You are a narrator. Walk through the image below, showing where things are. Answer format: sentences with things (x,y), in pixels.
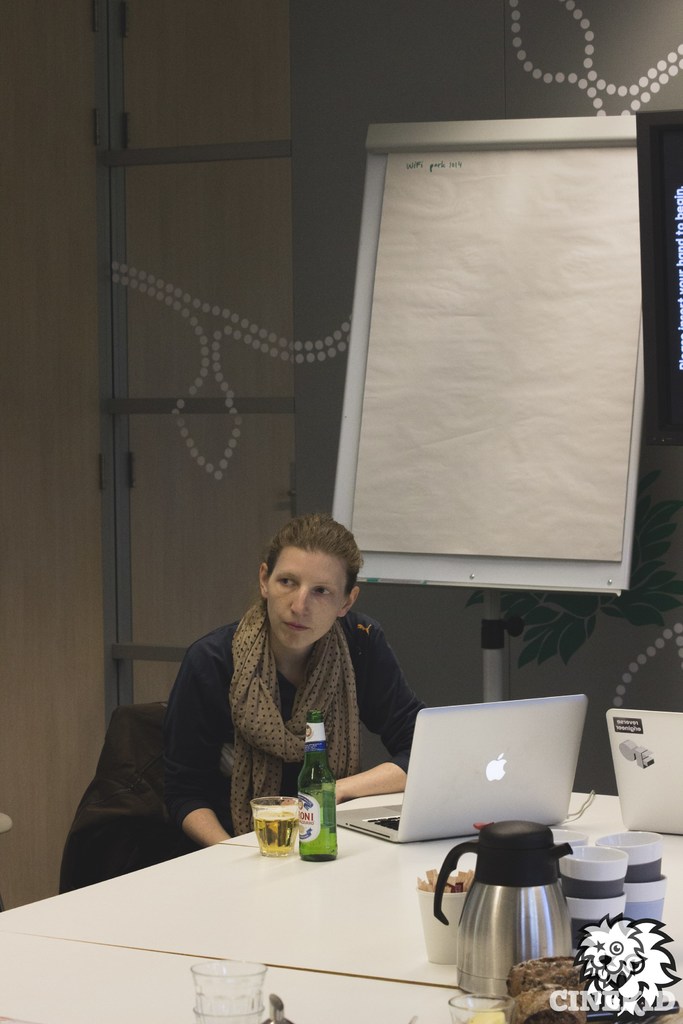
In this image we can see a woman (370,695) is sitting on the chair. There is a table (373,919). On the table (403,928) we can see a bottle (309,740), glass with liquid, kettle (477,858), bowls (589,923), laptops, and few objects (522,1022). In the background (479,654) we can see wall (296,327), board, and papers (514,446).
